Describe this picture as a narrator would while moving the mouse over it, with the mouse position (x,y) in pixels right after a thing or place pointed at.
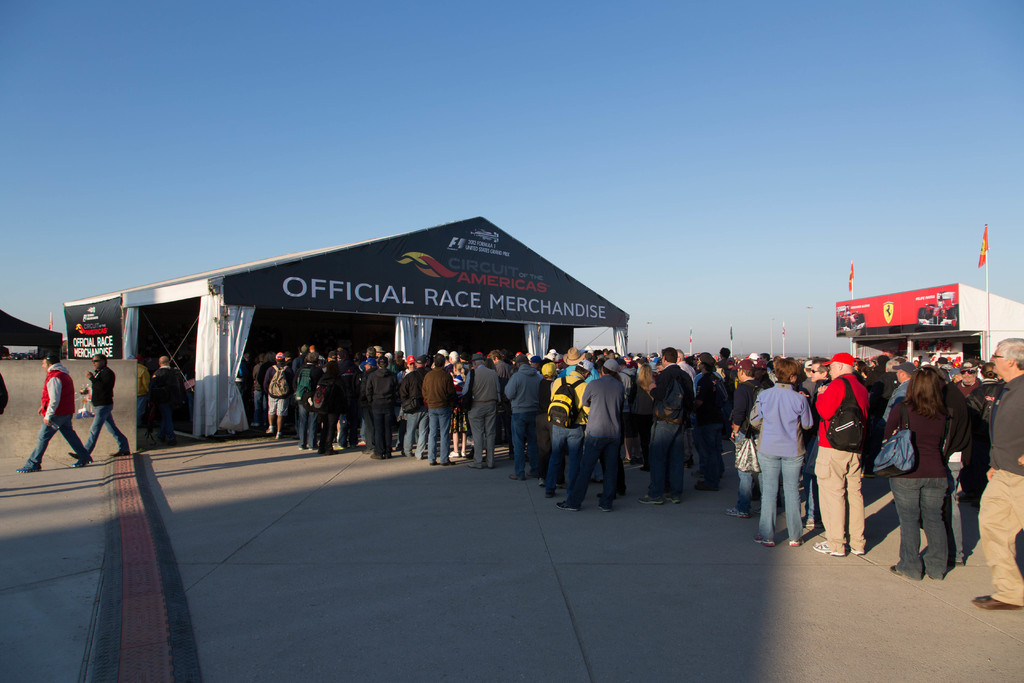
In this picture we can see some tents (939,326), so many people (641,389) are standing in lines (607,430) to enter into the tents (244,312), side we can see few people (66,388) are walking.
